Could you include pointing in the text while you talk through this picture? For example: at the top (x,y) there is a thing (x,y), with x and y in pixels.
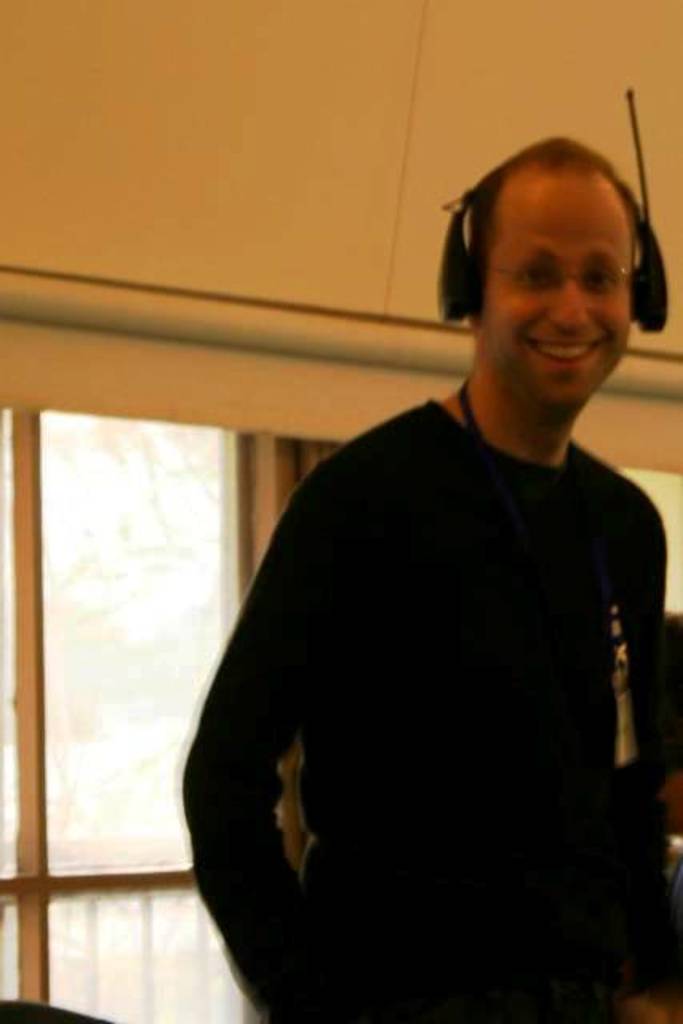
In this image in the foreground (495,448) there is one person (485,580) who is standing and smiling, and he is wearing a headset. In the background (110,653) there is a window (101,596), curtains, wall (472,168) and some other objects (681,732).
